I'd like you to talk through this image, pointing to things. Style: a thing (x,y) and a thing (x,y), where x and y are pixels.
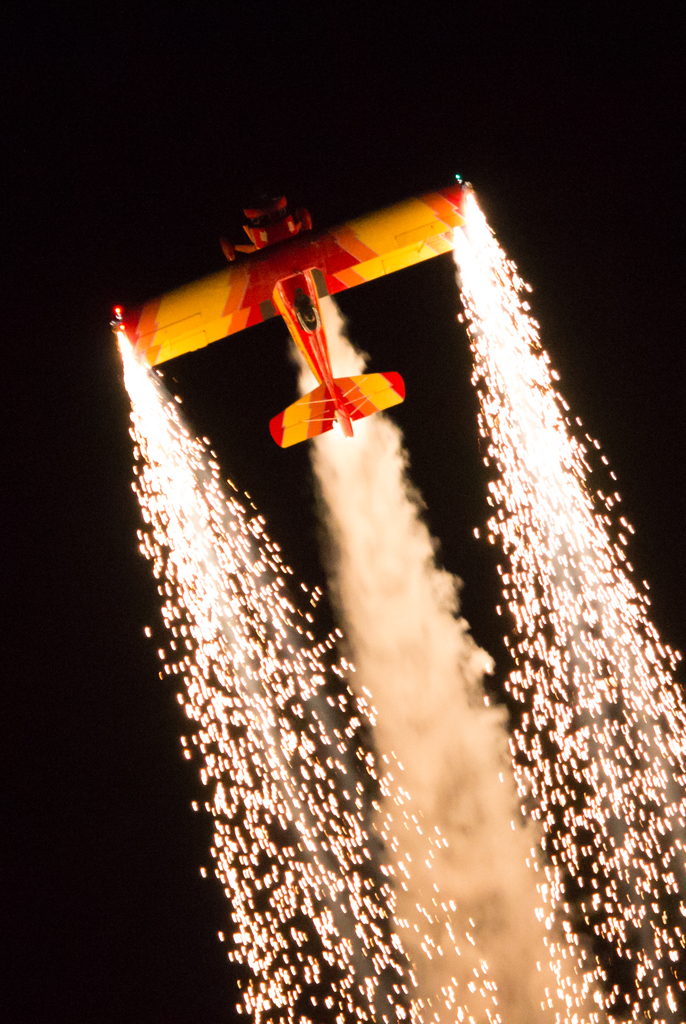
This image is taken during a night time. In the center of the image (297,421) there is a plane (447,243) with fireworks (561,708) and smoke (342,628).
